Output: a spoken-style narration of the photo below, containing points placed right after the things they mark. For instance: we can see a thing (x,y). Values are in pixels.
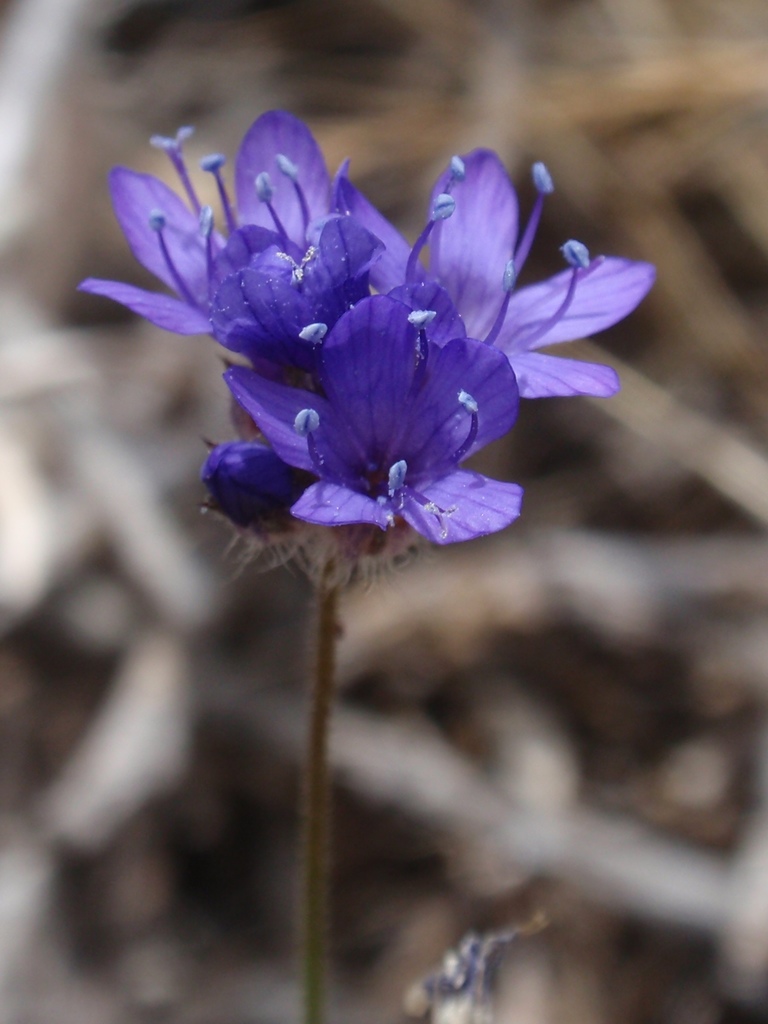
In this image we can see flowers (238,507). In the background (244,964) the image is blur.
